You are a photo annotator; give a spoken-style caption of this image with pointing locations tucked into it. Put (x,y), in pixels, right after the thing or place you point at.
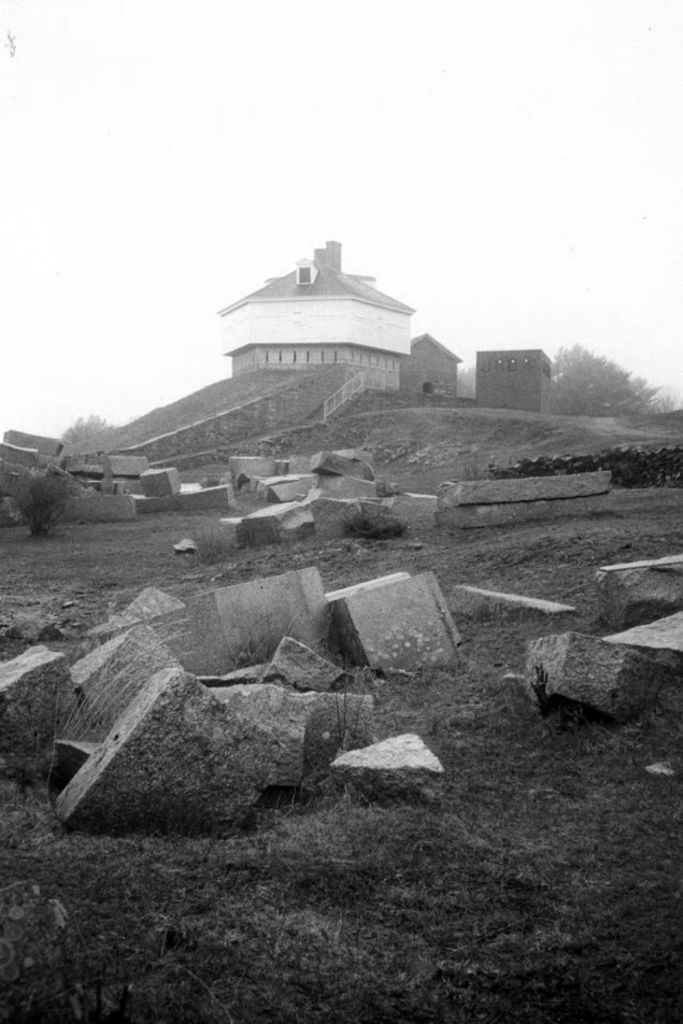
In this picture we can see a few plants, grass (308,878) and stones (90,814) on the ground (55,598). We can see houses (255,319), other objects (337,408) and the sky (329,214).
